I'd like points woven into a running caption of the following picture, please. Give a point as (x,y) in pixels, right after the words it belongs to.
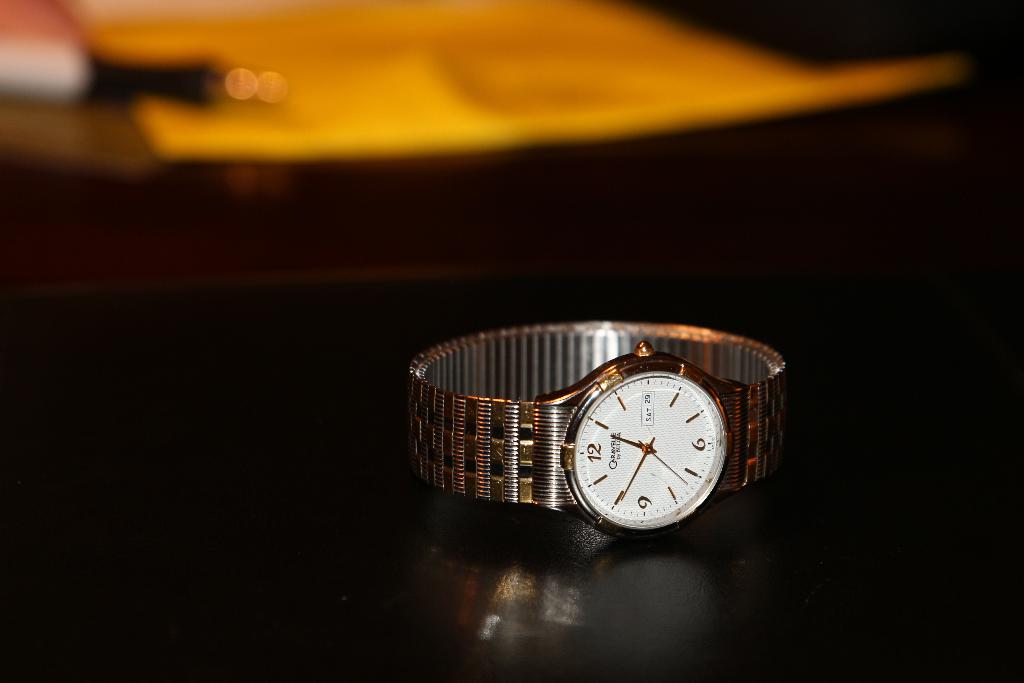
In the front of the image (767,438) there is a wrist watch (503,365) on the black surface (416,541). In the background of the image (498,103) it is blurry and there are objects (432,98).
